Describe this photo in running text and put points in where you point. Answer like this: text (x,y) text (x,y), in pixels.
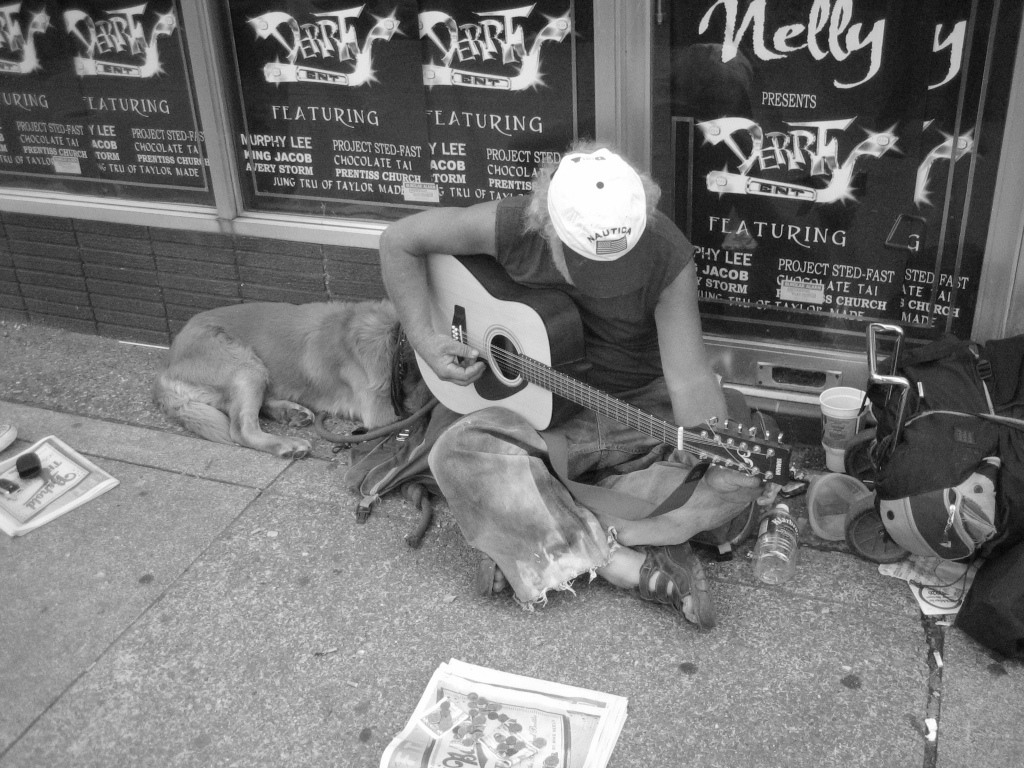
This is a black and white picture. The man (570,286) is sitting on a floor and playing guitar (528,397). Beside the man (581,409) there is a dog (281,339) lying on the floor (329,492). To the right side of the man (590,349) there are bottle (774,541), caps (834,412) and some items (830,496). In front of the man (469,453) there are papers (486,765) on the floor (385,654). Behind the man (659,357) there are hoardings (285,94) and a wall (171,268).
